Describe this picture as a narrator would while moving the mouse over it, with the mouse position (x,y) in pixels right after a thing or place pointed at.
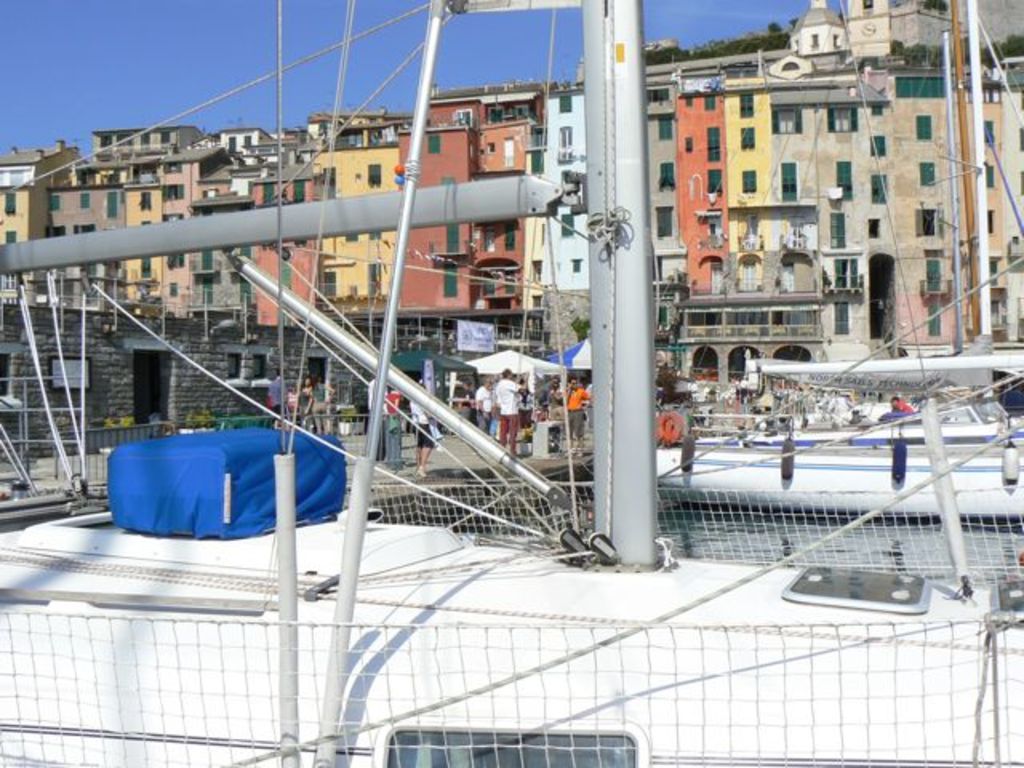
In the image there are rods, wires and many other objects (609,240) in the foreground (223,654) and behind the rods (469,189) there are few people (413,411), tents (436,375) and in the background (222,183) there are buildings (284,156).
